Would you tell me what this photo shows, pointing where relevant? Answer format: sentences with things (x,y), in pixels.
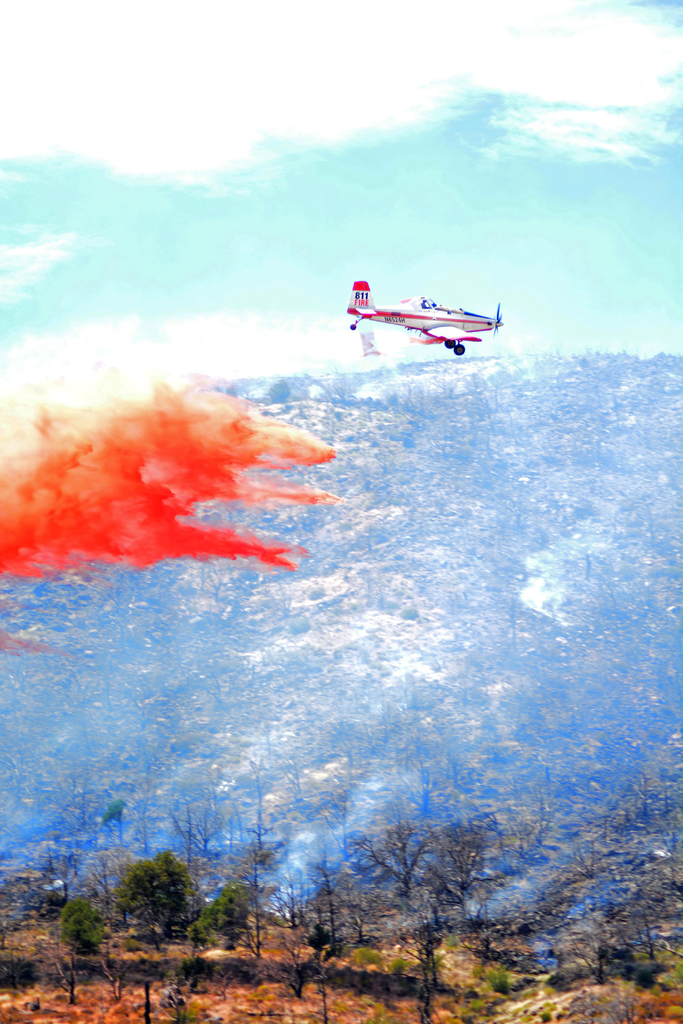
In this picture there is a plane (365,313). From that plane (367,305) we can see orange color smoke (79,524) left. In the background (323,473) we can see mountain (549,374). In the bottom (614,952) we can see trees (218,857). At the top (424,138) we can see sky (395,83) and clouds (358,80).
